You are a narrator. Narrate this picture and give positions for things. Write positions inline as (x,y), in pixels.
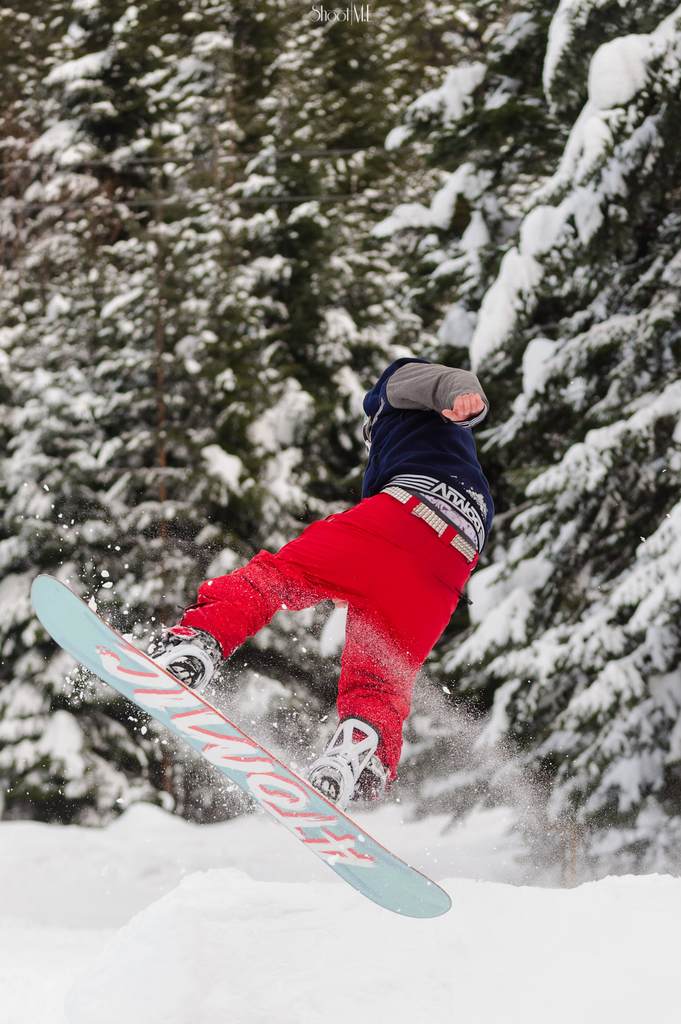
In this picture i could see a person (388,560) using a snowboard (203,729) riding on the snow (262,855). He has a blue colored jacket (421,473) and red colored pant (277,587) and in the back ground (374,152) i could see many trees (482,145) filled with snow (520,235).
